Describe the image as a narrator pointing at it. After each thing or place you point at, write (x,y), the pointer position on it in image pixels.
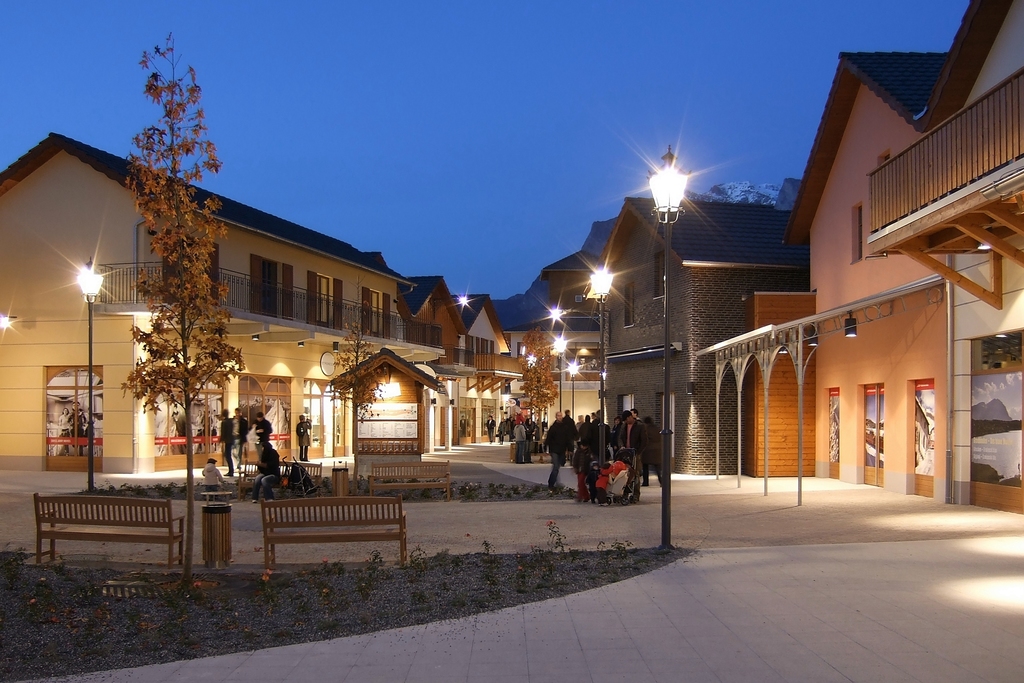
In the picture we can see a street (639,634) with a house (235,396) and to it we can see windows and railings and in the middle of the houses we can see a path (709,518) and near the path (709,531) we can see some poles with lights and some people (637,454) are standing near to it and in the middle of the path (643,503) we can see some grass path (163,495) and on it we can see small hut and a light (382,388) to it and near to it we can see another path (390,548) with grass (340,603) and two benches (168,510) on it with a tree (134,186) beside it and in the background (557,241) we can see a sky (664,139).
